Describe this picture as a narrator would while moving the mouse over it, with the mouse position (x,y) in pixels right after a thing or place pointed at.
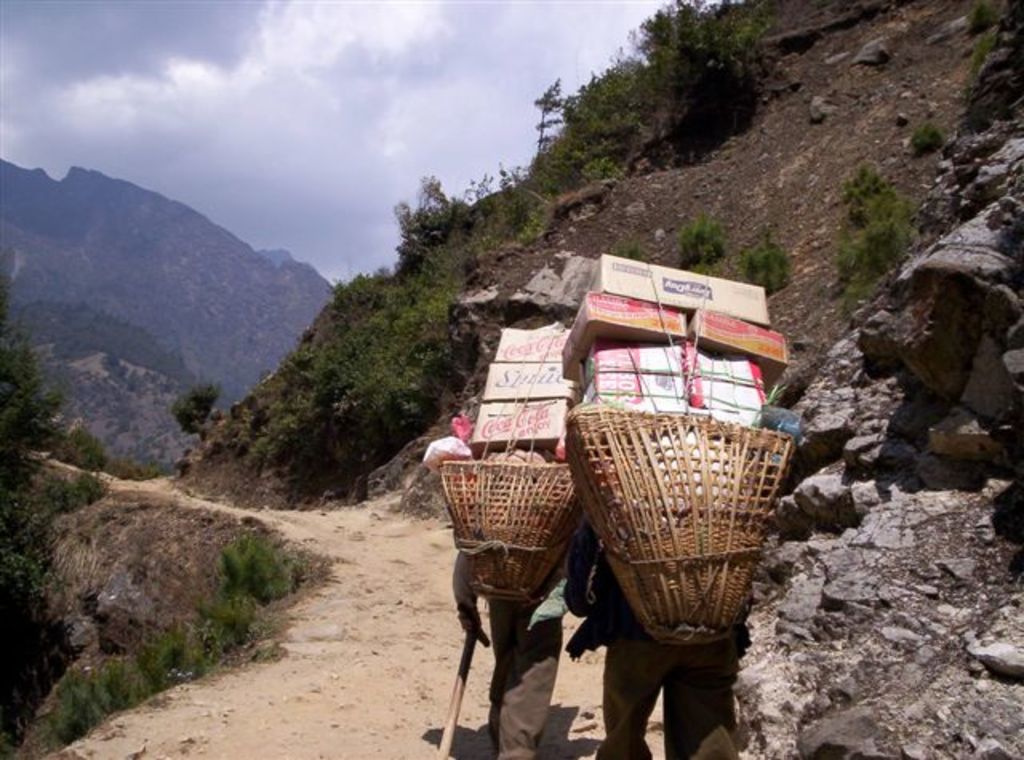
In this image, we can see two people (642,721) are walking on the walkway (660,739). Here there are two baskets (669,481) filled with objects (541,432). Background (382,217) we can see hills (481,347), trees (436,282), plants (428,340) and sky (70,129). Right side of the image (885,483), we can see rocks (973,740).
